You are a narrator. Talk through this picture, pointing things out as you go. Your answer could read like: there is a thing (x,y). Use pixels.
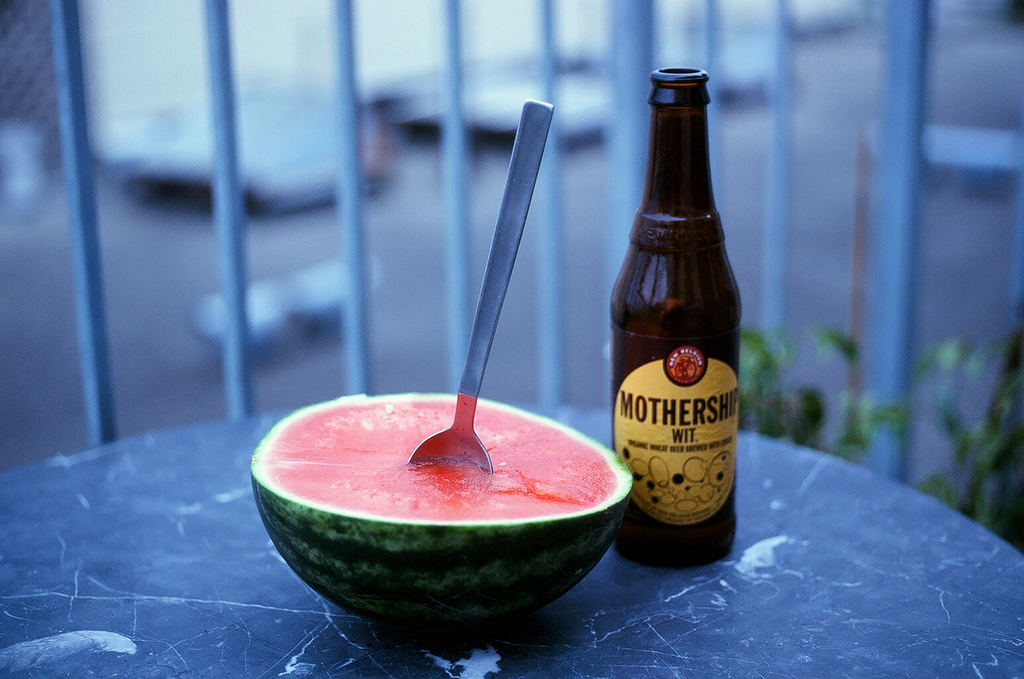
In the foreground of the picture (655,509) there is a table (268,536), on the table (255,536) there are watermelon (482,505), spoon (499,317) and bottle (672,230). The background (695,10) is blurred. In the background (718,87) there are plants (963,424), railing (786,241) and vehicles (596,73).
